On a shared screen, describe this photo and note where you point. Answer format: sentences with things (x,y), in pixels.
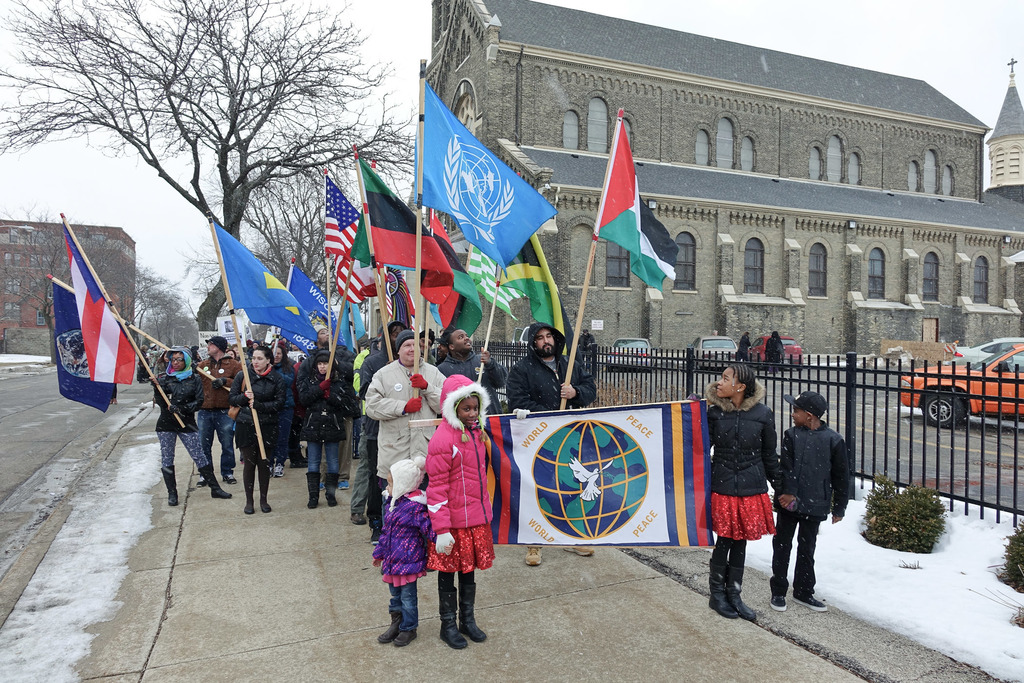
In this image few persons (219,368) wearing jackets (221,368) are holding sticks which is having a flag (480,233) to it. A kid (449,480) wearing a pink jacket (468,470) is holding a flag (595,471). She is standing on the pavement (574,627) having some snow (915,603) and few plants (918,546). Behind there is a fence (516,356). Few vehicles (724,353) are on the road (807,372). Beside the red car (782,352) there are two persons (769,350). Behind there is a building (787,315). Left side (5,470) there is a road (35,381). Behind there are few trees (156,284) and buildings (109,280). Top of image (90,186) there is sky (378,42).
